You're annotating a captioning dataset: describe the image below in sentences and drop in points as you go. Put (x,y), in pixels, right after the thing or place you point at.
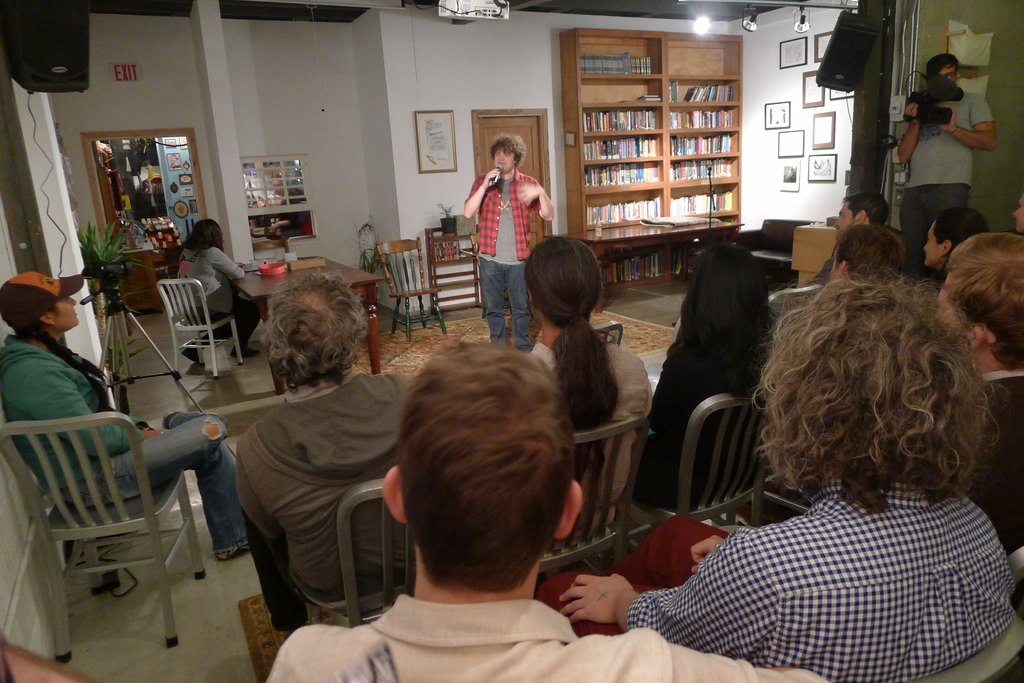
In this picture there are group of people (936,458), those who are sitting at the right side of the image (898,346) and there is a person (499,210) who is standing at the center of the image (521,314) he is explaining something in the mic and there is a bookshelf (626,150) at the right side of the image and there is a person (937,56) who is standing at the right side of the image (983,124) he is taking the video.
